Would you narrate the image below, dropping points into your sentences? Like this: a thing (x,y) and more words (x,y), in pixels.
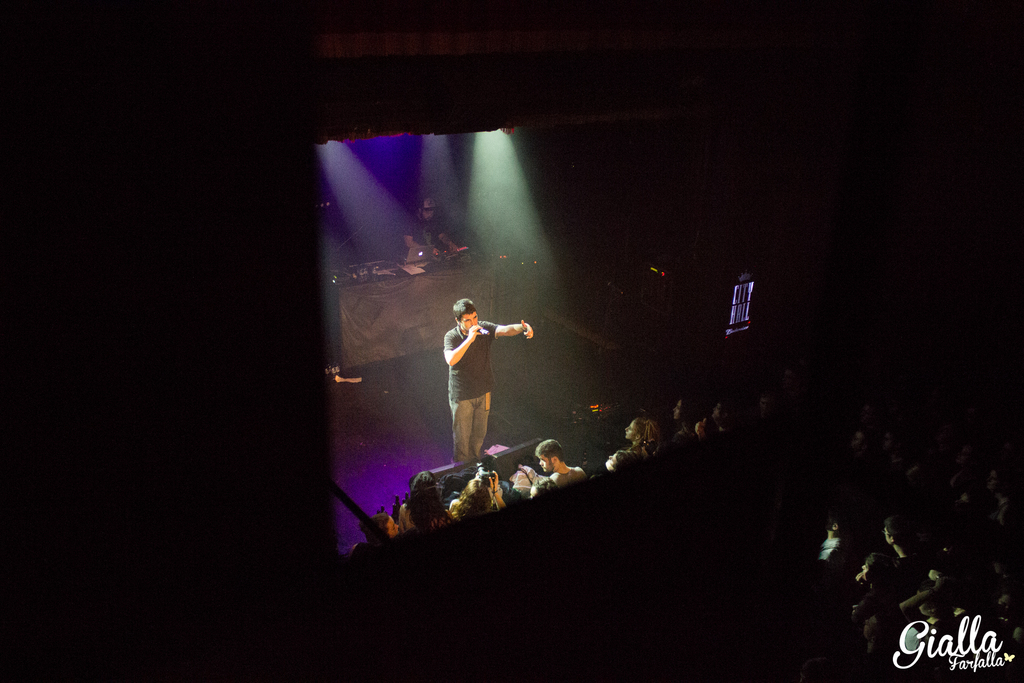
In this image we can see a man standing on the stage (490,416). We can also see a person (433,208) in front of the table (438,289) and on the table (428,264) we can see a laptop (421,257) and some other objects (437,261). We can also see the people (892,561) and also the text (930,656). We can see the board (749,294) and also the focus lights (494,148).
